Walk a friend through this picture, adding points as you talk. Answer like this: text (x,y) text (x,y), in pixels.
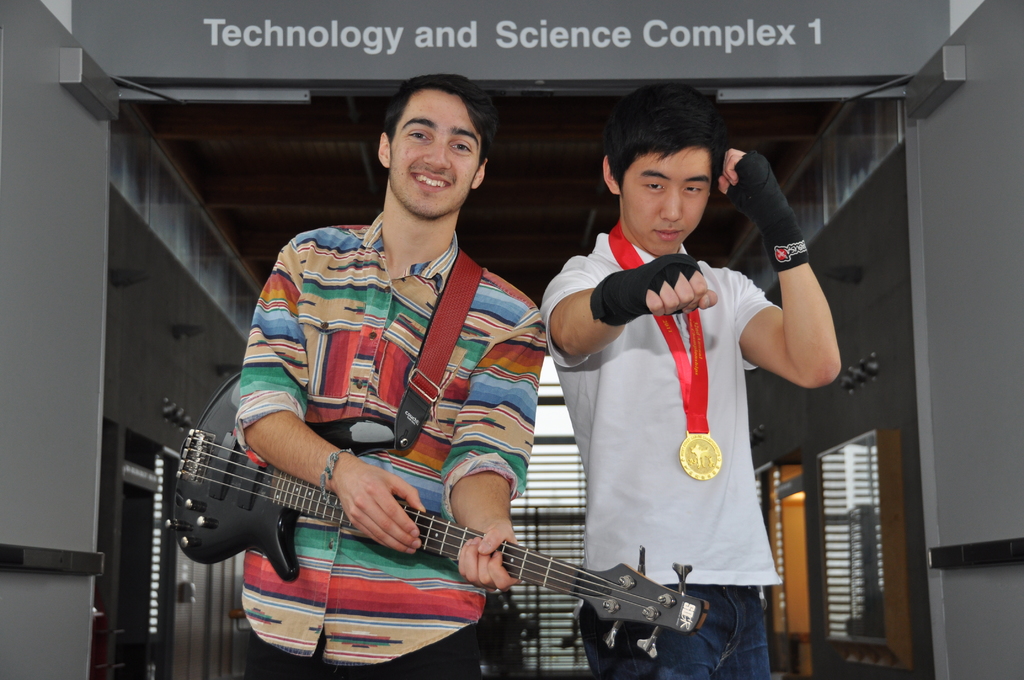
In this image, there are two persons (342,300) standing. Left person (501,367) is holding a guitar (554,578) and having a smile on his face (456,167). And right person (640,288) is punching and is wearing a medal (693,475). And both are standing in the hall (169,599) which is written as Technology and Science Complex 1. This image is taken during day time.
